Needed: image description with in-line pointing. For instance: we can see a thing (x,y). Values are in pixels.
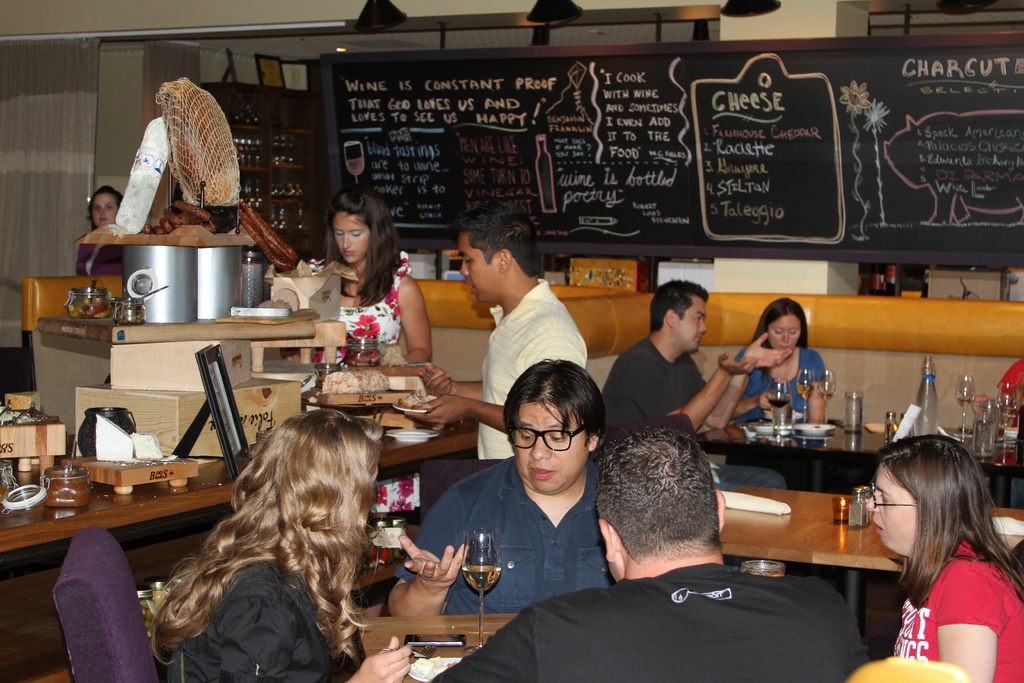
It is look like a restaurant (599,362). So many people (599,568) are sat on the chair (119,641). We can see tables (808,512). On top of it, there is a glass (787,398), bottles (931,417). Here background (871,200), we can see a board (805,143). Something is written on it. At the left side (273,401), we can see some containers (158,268), some food (183,216) here. Few peoples (545,323) are standing in the center of the image (496,269).
